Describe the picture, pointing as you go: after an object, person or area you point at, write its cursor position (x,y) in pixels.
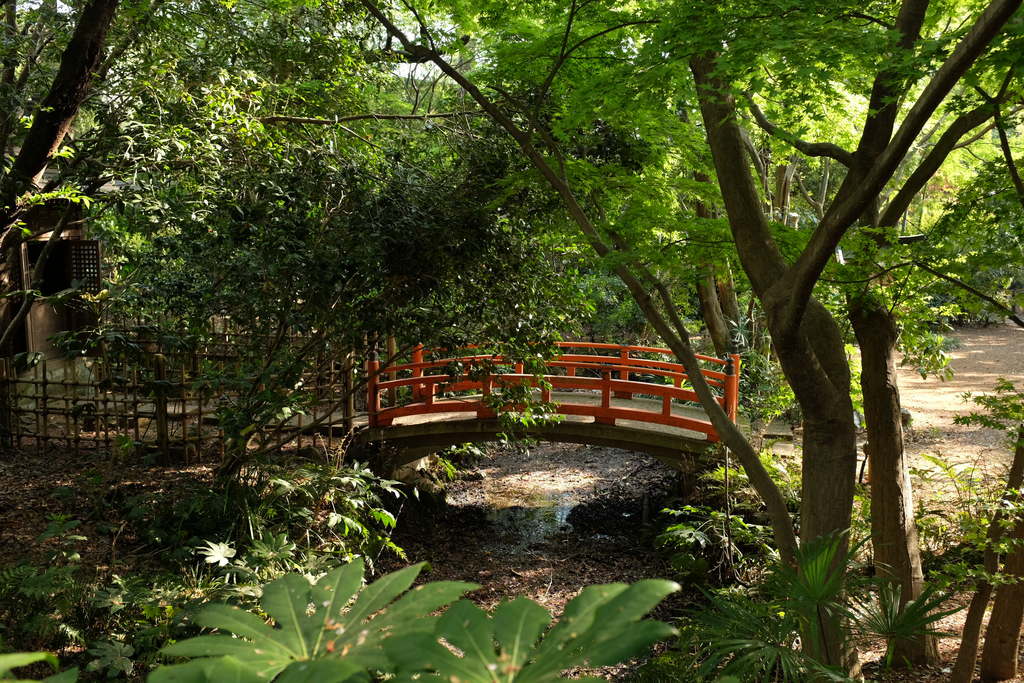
In this image I see the trees (517,347) and I see the bridge (660,415) over here and I see the ground (539,575) and I can also see the fencing (267,377) over here and I see the water (497,522) over here.
